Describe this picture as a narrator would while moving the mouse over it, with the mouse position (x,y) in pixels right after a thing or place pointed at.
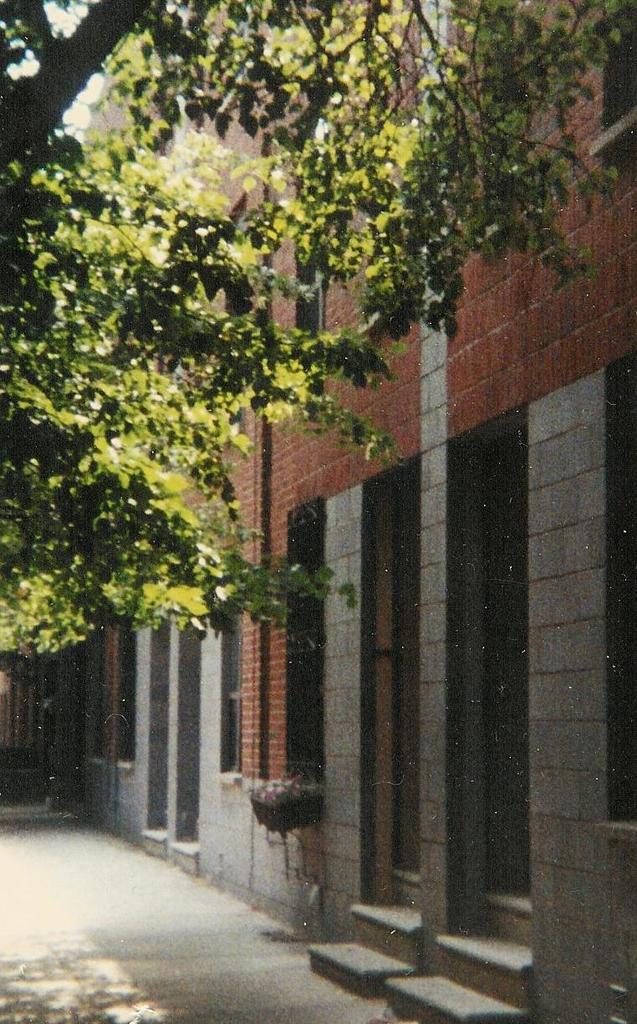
In this picture we can see the wall (401,100) and a tree (156,420). At the bottom portion of the picture (135,885) we can see the pathway (133,933).
